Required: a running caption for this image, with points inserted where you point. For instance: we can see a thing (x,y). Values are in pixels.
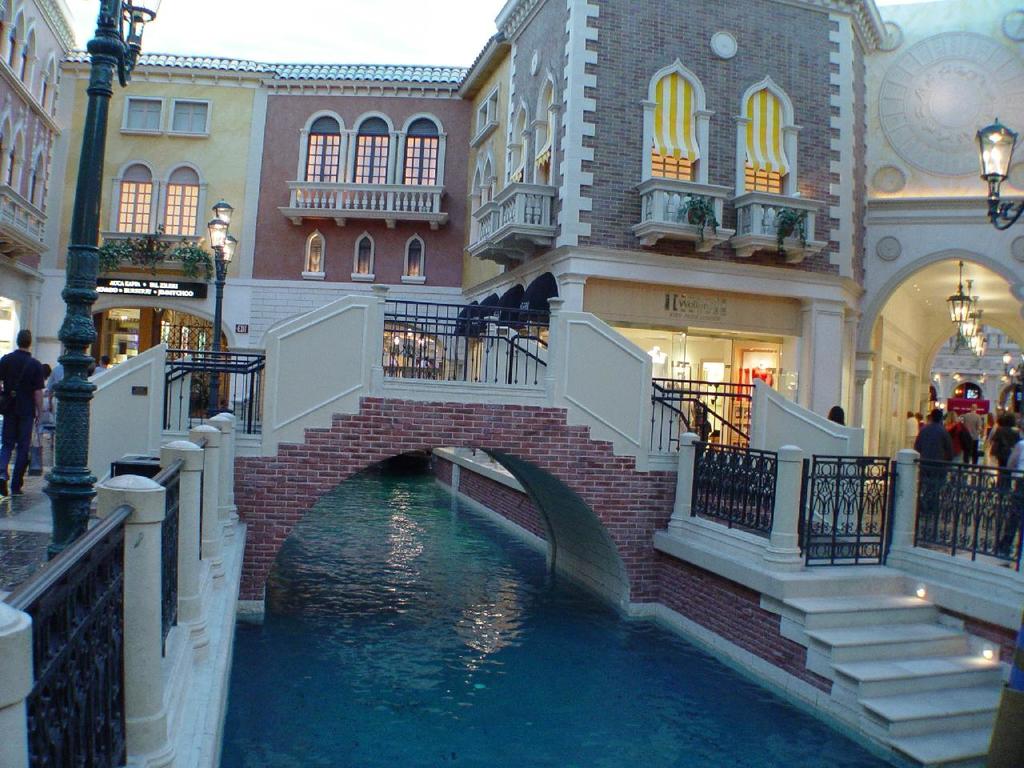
It is a huge building (314,173) constructed above the river (610,620), it has a lot of stores (666,349), shopping malls (120,310) and the building (302,145) have a lot of windows (362,144) and doors (107,325). Some people (6,411) are walking on the path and beside the railing (199,479) there are some pole lights (214,250).
